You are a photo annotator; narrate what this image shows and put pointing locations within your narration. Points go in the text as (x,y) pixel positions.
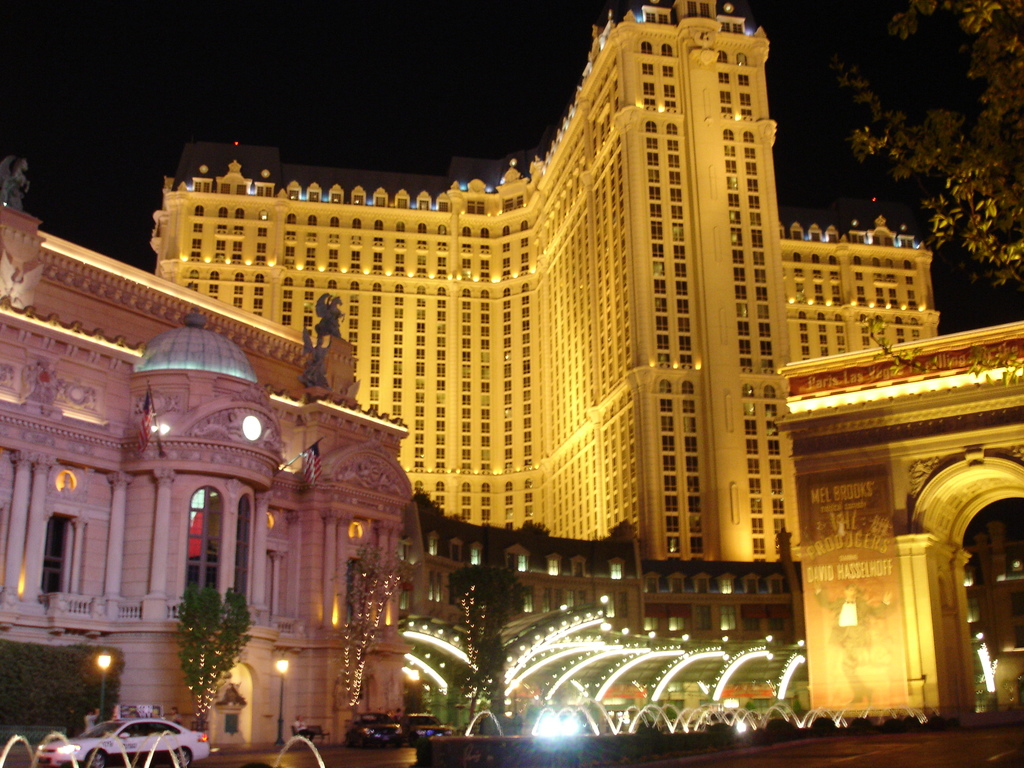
In this image, we can see buildings (446,594), trees (236,640), vehicles (185,734) on the road (329,763) and some lights (587,660).
